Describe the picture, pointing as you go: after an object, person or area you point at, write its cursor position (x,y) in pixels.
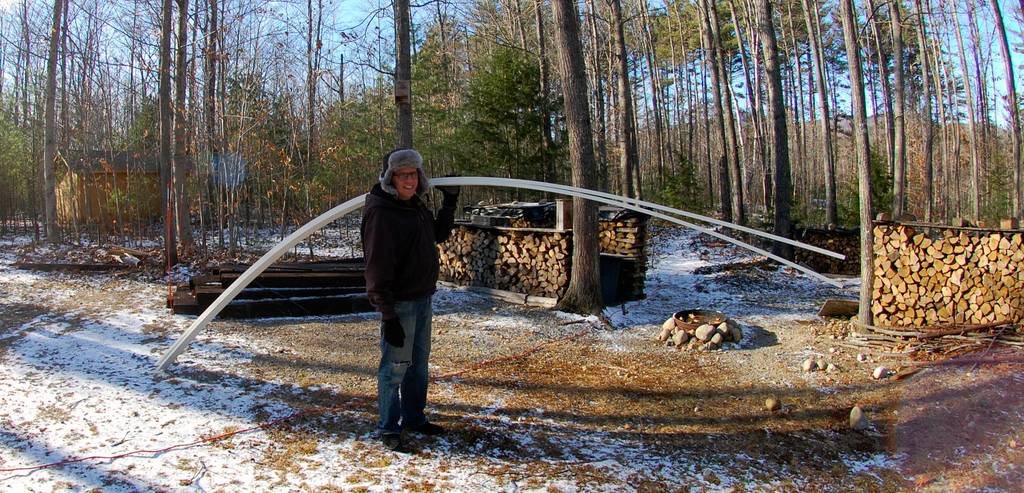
In this image I can see the ground (529,388), some snow (229,381) on the ground (229,381), few trees (939,173), few wooden logs (846,263), a person (400,214) standing and holding white colored object (450,187) and few buildings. In the background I can see the sky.
